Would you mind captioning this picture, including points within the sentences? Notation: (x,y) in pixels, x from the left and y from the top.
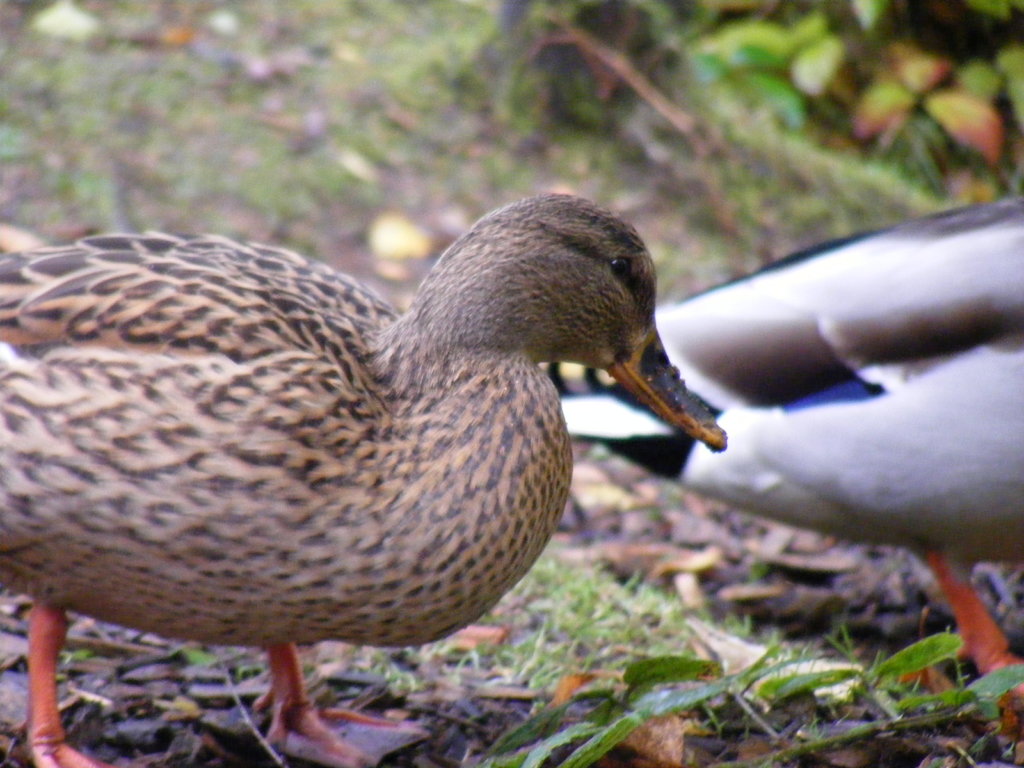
In this image, we can see two ducks (756,391) on the ground (421,683) and there is a blurred background (252,126).
